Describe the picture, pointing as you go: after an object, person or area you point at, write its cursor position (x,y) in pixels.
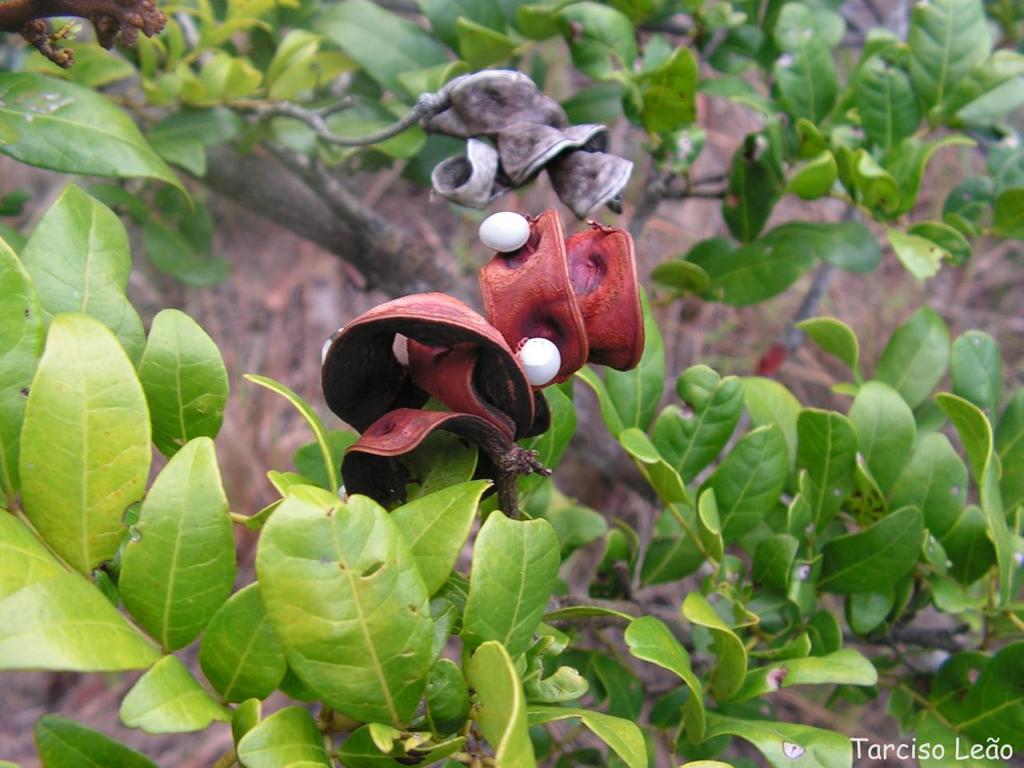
In this image I can see few brown and white colored objects (500,343) to the plant (517,327) which is green in color. I can see the blurry background (726,65).
